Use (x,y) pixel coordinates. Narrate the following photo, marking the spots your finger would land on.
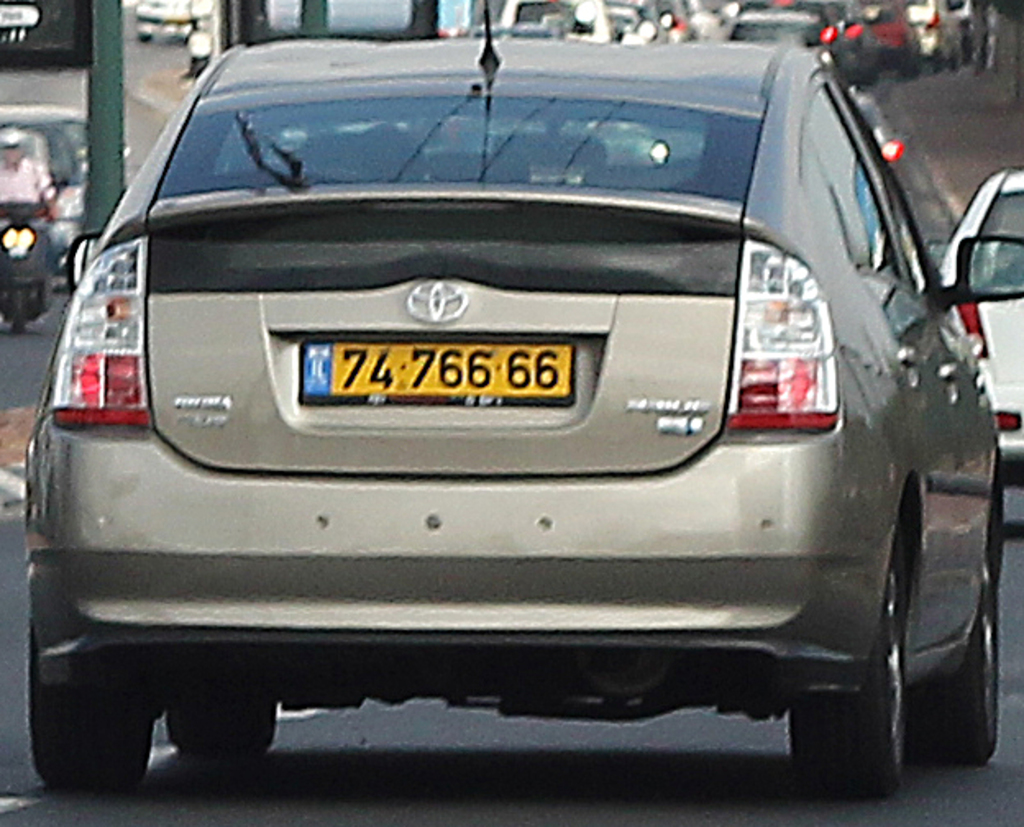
In this image we can see the vehicles (219,99) on the road (17,748).
